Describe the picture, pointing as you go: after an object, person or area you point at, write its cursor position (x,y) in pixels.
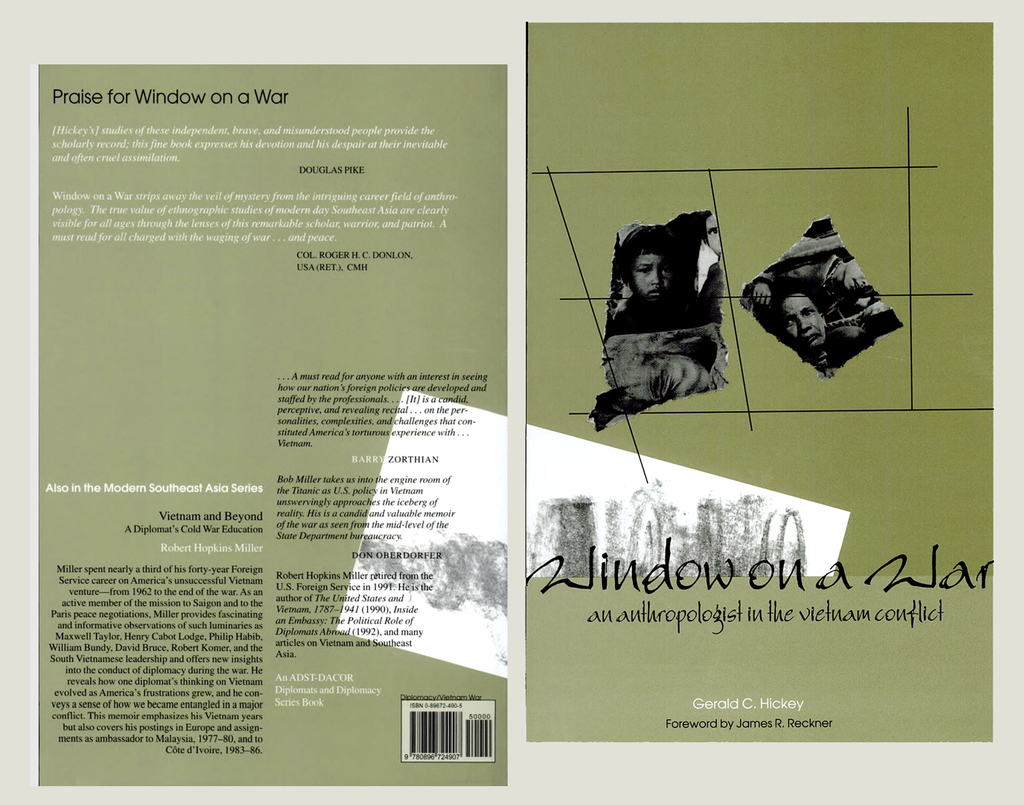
In this image I see the green color papers (414,194) on which there are words (389,617) and numbers (240,749) written on it and I see the pictures (797,329) of people (705,303) and I see the bar code (456,714) over here.
